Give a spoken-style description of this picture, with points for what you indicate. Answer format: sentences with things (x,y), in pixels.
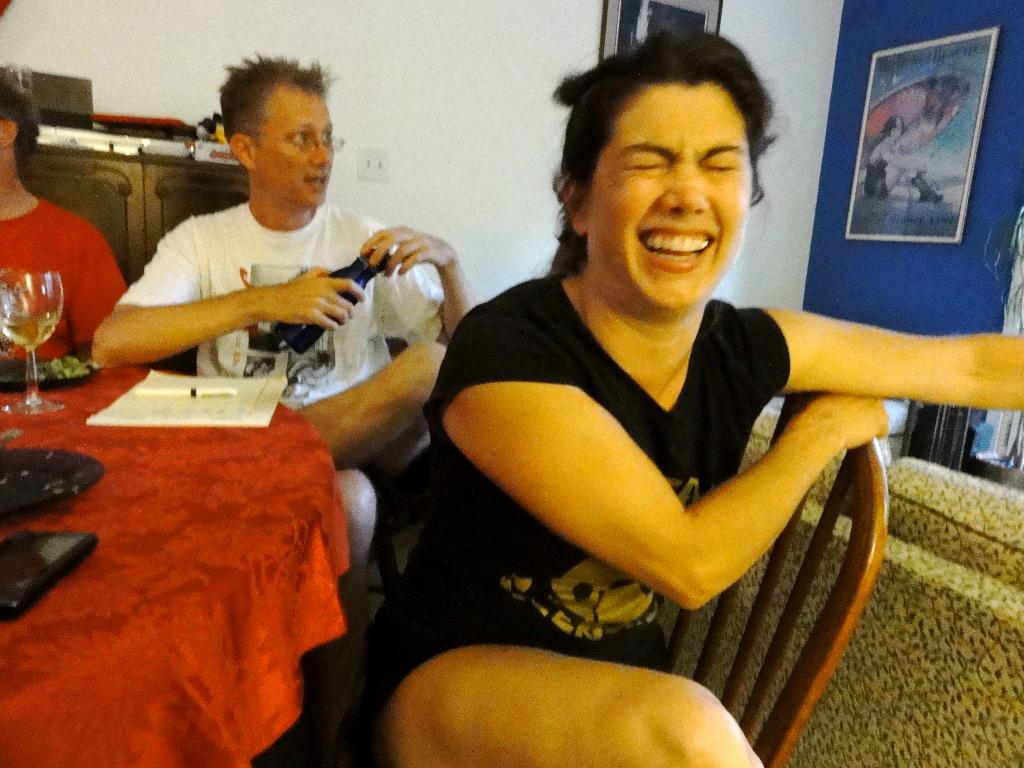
On the left side (256,153), there are two persons (4,163) in different color dresses (309,248), one of them is holding a bottle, sitting. In front of them, there is a pen (230,393), there is a glass (38,346) and other objects (0,492) on the table (176,474) which is covered with a red color cloth (239,517). On the right side (725,535), there is a woman (573,348) in a black color dress (702,341), smiling and sitting on a chair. In the background (903,158), there is a photo frame (904,148) on the blue color wall (839,261) and there is an object (639,28) on the white wall (387,31).
